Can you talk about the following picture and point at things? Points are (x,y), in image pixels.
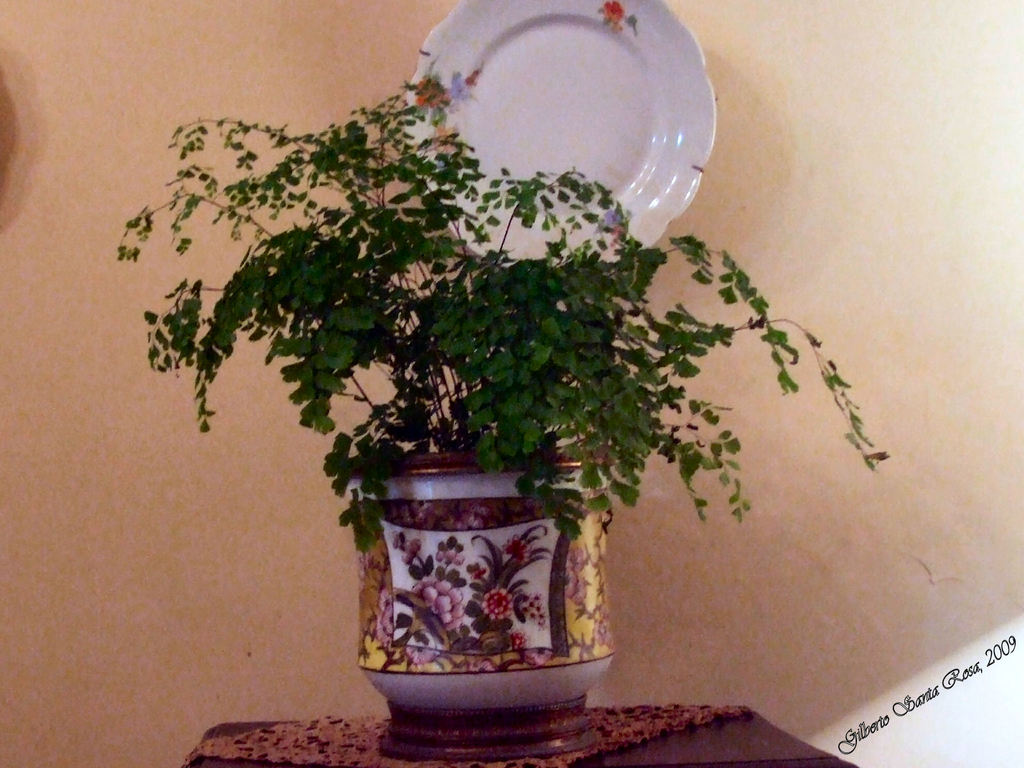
In the background (607,77) we can see a designed plate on the wall (230,249). In this picture we can see a plant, pot (423,739) and objects (299,740). In the bottom right corner of the picture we can see watermark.
